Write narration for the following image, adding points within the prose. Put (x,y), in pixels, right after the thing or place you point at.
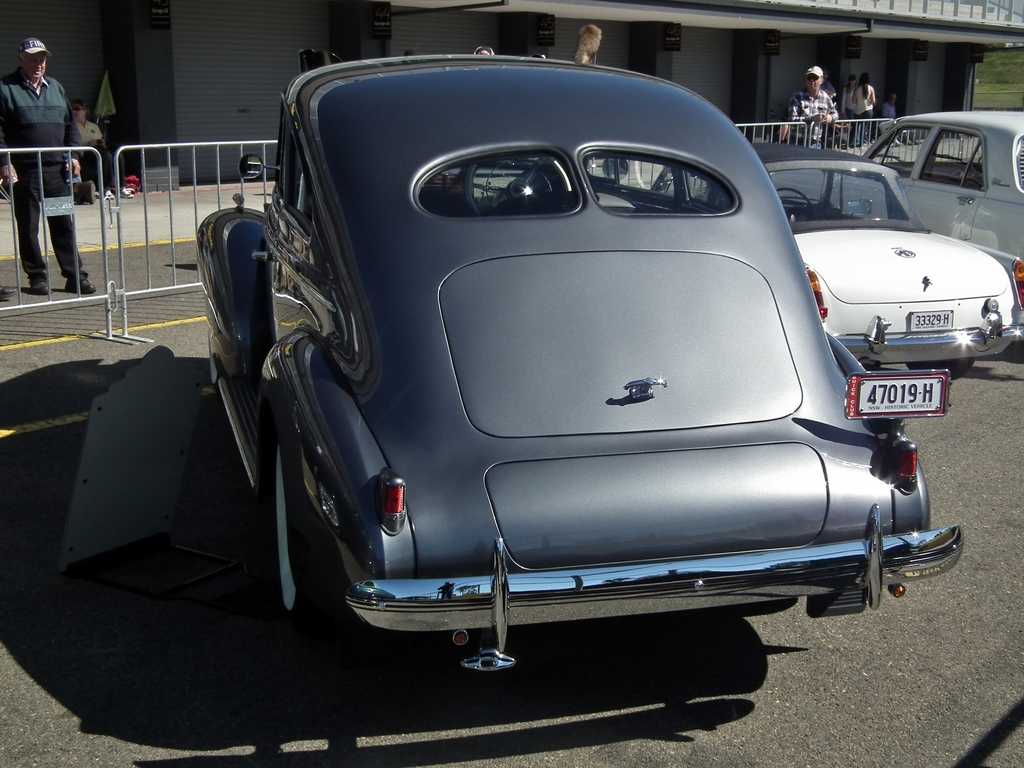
In this picture, we can see a few vehicles (636,557), road (1016,399), fencing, a few people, building (240,77), and the ground (982,77) with grass (998,78).
